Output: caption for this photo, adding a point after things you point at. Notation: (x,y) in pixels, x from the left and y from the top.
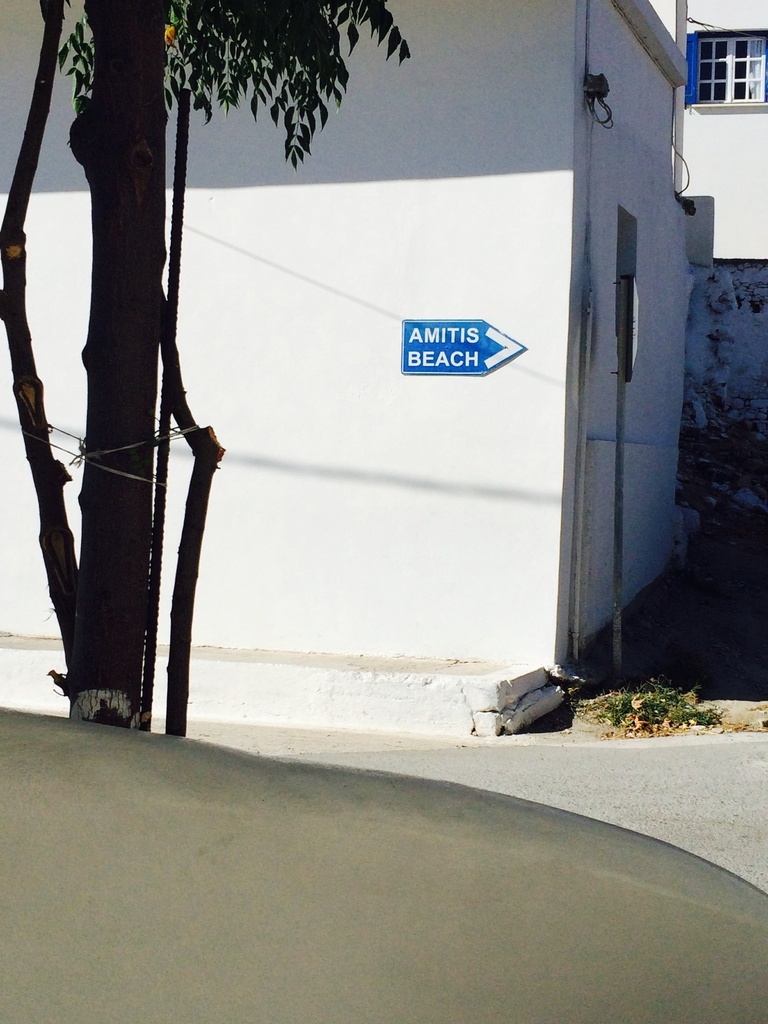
In this image, on the left side (151,244) we can see the trunk (43,4) of a tree (229,4) with some leaves (240,65) and in the background (447,124) we can see some houses (656,129).
